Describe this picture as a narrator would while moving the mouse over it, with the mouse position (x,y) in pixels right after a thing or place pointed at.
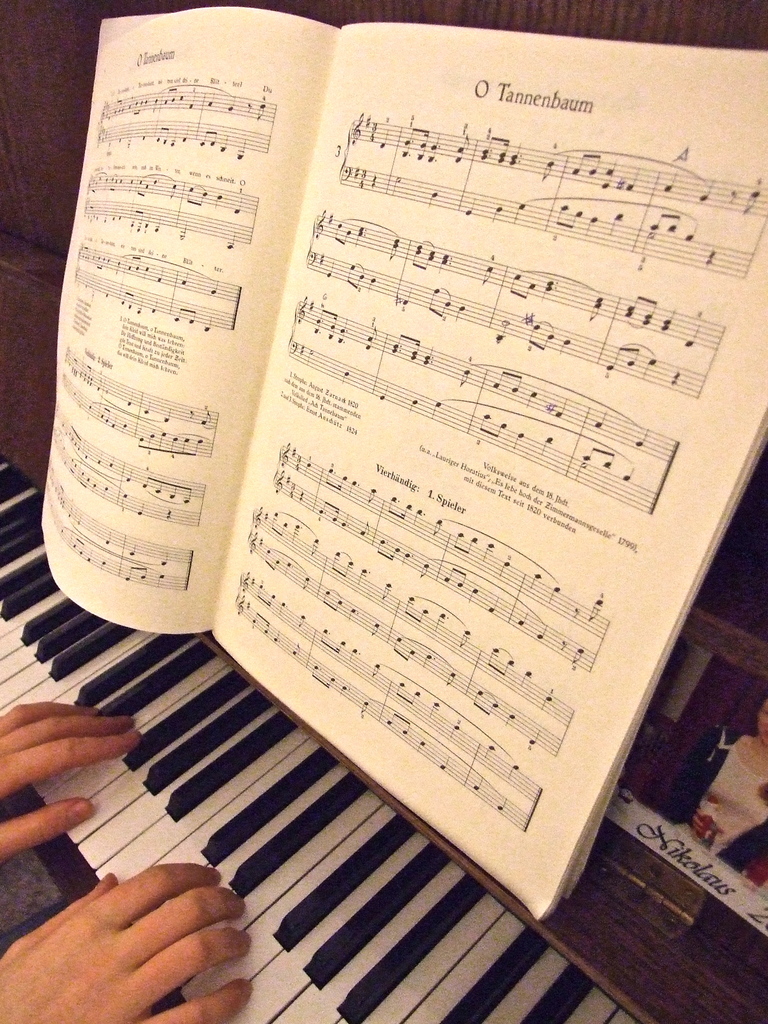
In the left bottom (77,1011), a person's hand (115,881) visible, who is playing a keyboard (331,848). In the foreground (402,60), a book (478,344) is there which is kept on the piano (368,852). This image is taken inside a room (441,723).
